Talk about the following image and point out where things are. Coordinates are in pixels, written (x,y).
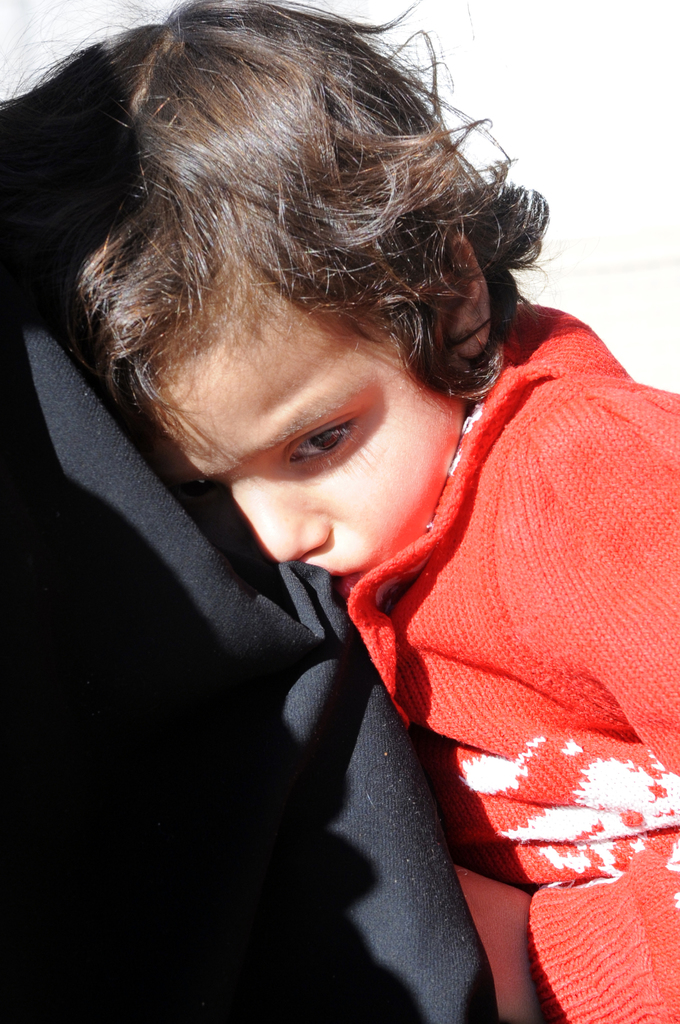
There is a kid (269,349) on black cloth (263,578). In the background (553,169) it is white.
